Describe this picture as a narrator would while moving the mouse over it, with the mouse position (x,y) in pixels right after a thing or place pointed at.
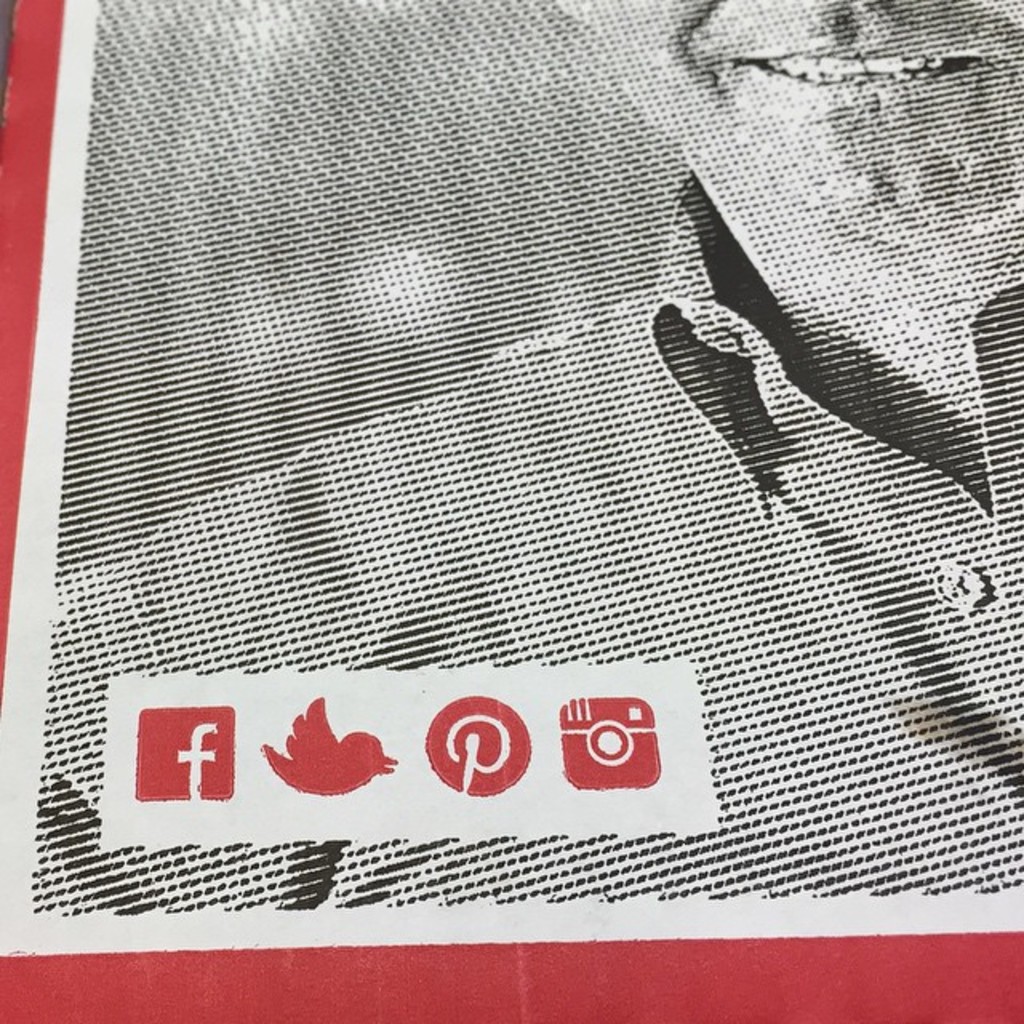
In this picture there is a image (718,123) of a person (701,158) which is in black and white color and the borders (39,105) of the image (165,111) are in red color and there are few logos (290,751) in the left bottom corner (334,777).
